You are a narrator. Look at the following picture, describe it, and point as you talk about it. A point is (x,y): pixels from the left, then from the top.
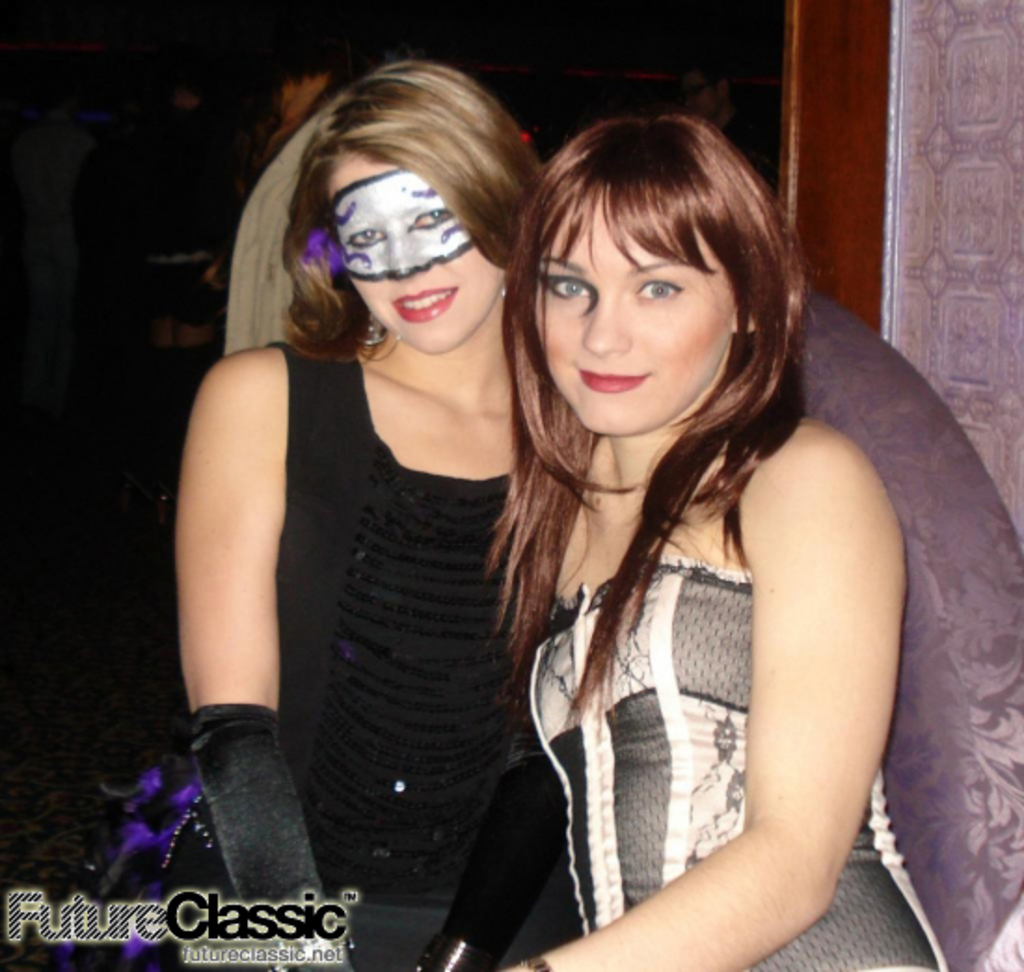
In this picture I can see couple of women (562,357) sitting and I can see painting (393,249) on a woman's face (359,291) and few people (300,125) standing in the back (284,107) and I can see text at the bottom left corner of the picture (47,921).
